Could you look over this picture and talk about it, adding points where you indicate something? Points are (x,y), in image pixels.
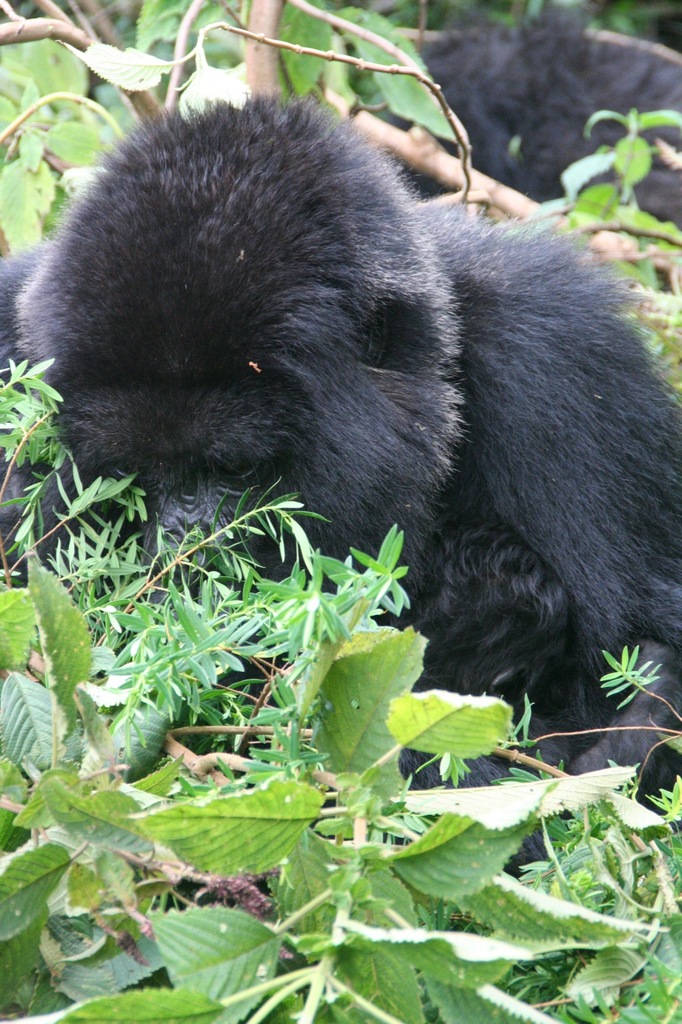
In this image there is a gorilla (398,313) and leaves (227,975).
